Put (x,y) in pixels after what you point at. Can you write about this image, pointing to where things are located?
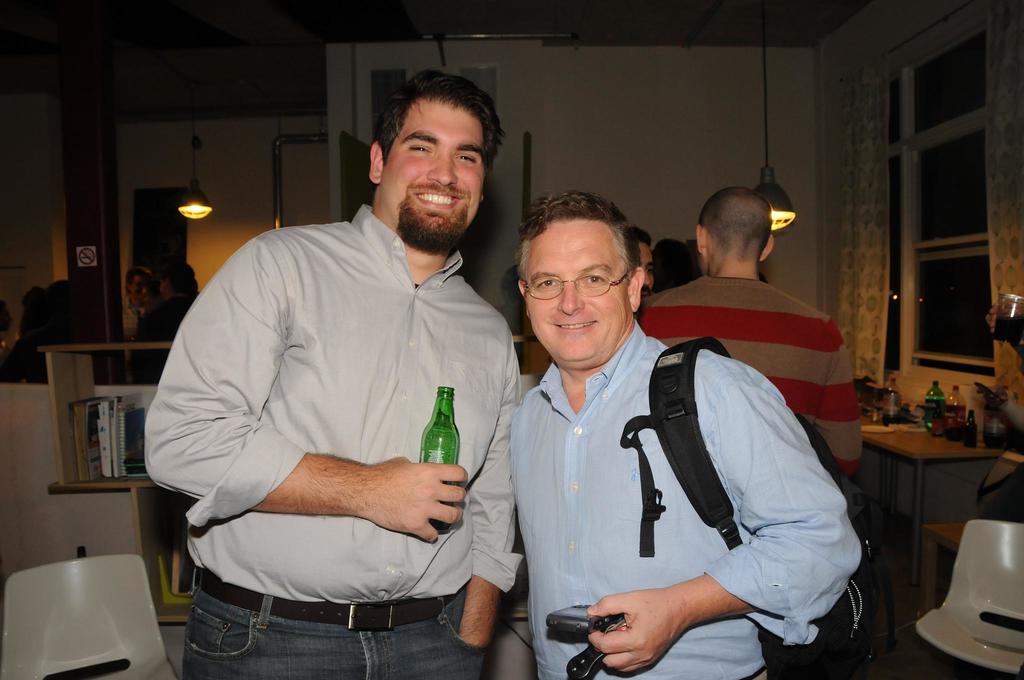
This picture describes about group of people (482,339), in the middle of the image (424,391) we can see two men (526,414), one is holding a bottle (428,444) and another one is wore a backpack (682,399), beside to them we can see few chairs (961,603) and books (135,446) in the racks (136,532), in the background (1002,201) we can find few lights (780,192), curtains (991,225) and bottles (925,413) on the table (910,438).
